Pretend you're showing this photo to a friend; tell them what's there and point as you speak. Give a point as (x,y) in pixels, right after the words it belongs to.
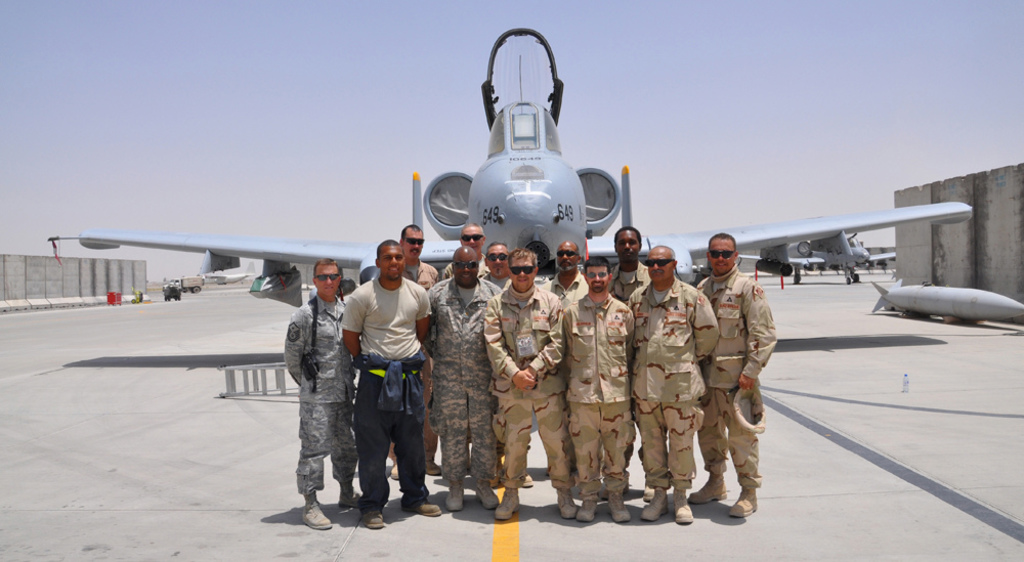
In the middle of the image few people (725,454) are standing and smiling. Behind them there are some planes (523,186) and vehicles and walls (17,260). At the top of the image (393,52) there are some clouds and sky (228,87).
